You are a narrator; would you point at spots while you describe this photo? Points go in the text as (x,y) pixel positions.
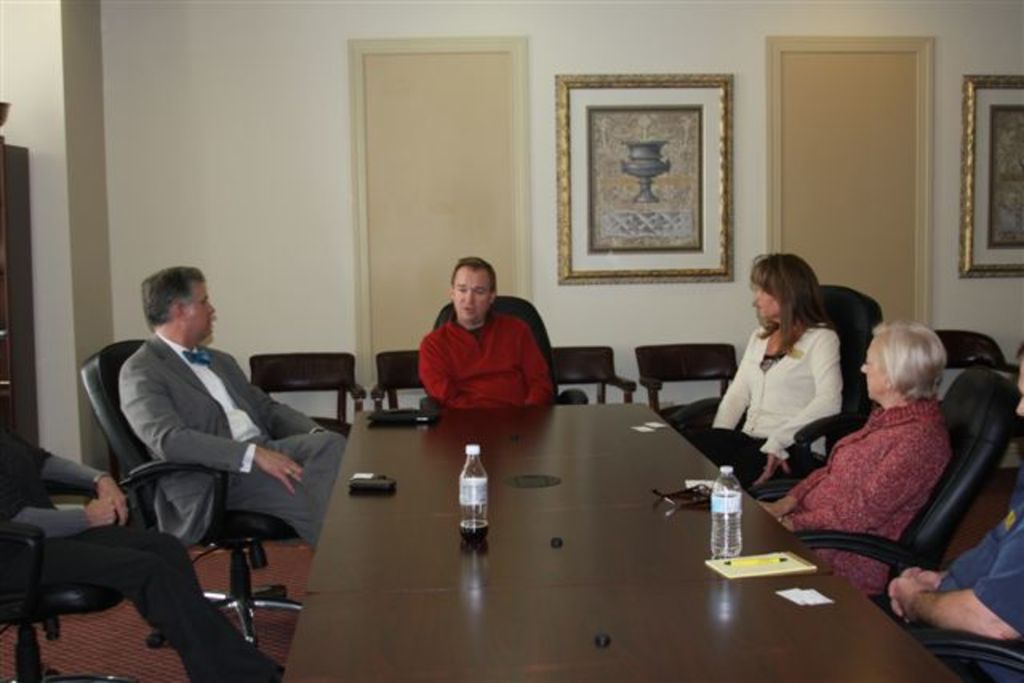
There are few people (1004,533) sitting on the chair (829,297) at the table (646,518) and talking. In the background (586,258) there are chairs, doors (378,158) and frames (650,178) on the wall (127,3).
